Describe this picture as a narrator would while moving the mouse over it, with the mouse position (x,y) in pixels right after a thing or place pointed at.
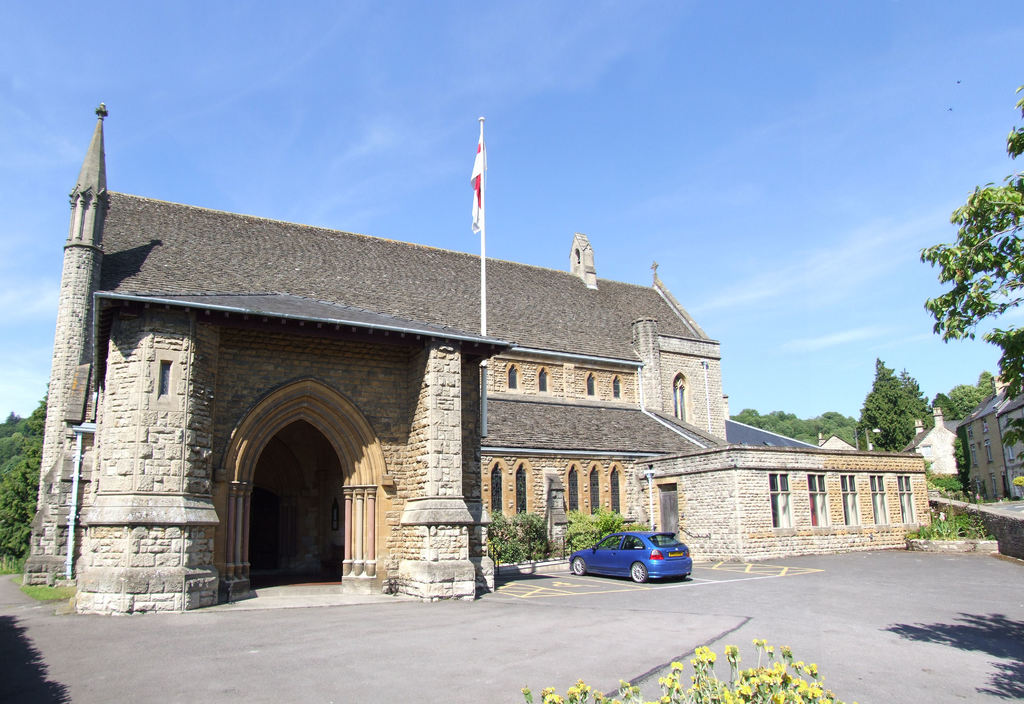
In this picture I can see a vehicle (658,563), there are plants (635,525), houses (343,515), there is a flag (477,169) with a pole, there are trees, and in the background (767,74) there is sky (828,64).
